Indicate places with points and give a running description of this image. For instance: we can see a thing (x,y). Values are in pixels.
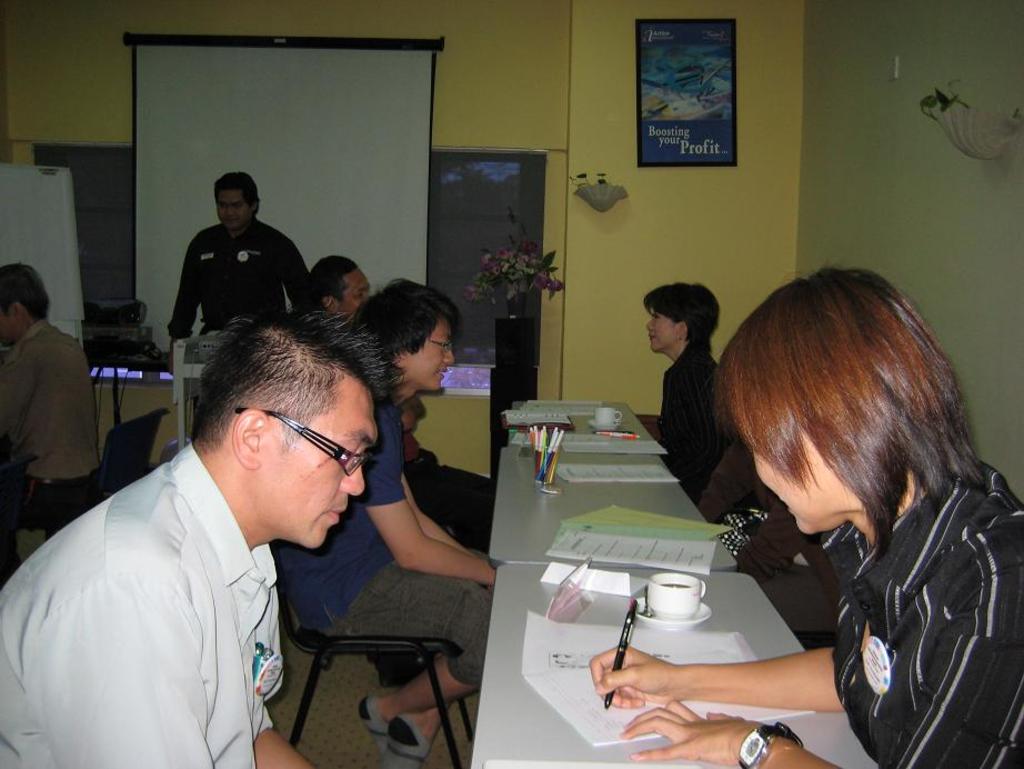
In the foreground of this image (552,746), there are papers (582,679), cups (689,593), pen holders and pens (552,454) on the tables (517,565). On either side to the tables (624,409), there are people (890,639) sitting on the chairs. In the background (516,263), there is a flower vase (526,288), a projector screen (325,132), few electronic devices (122,336), a man (250,267) standing and a man (65,396) sitting on the chair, window blind (499,171), lamps (991,123) and a frame (721,129) on the wall (673,223).
